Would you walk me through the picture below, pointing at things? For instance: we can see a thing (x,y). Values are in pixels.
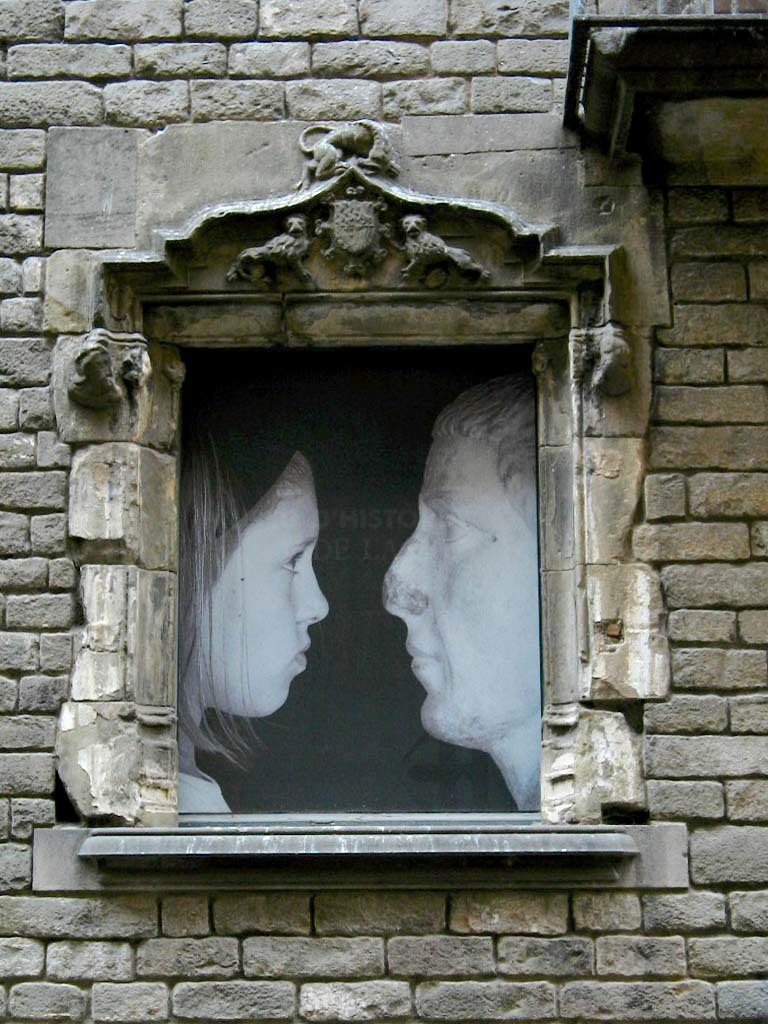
This picture is a colour image. In this image we can see the photo (501,732) attached to a big wall (211,55), some sculptures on the wall (553,18), one object (647,44) on the top right side of the image (645,55), some text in the middle of the photo (499,723), one statue (510,760) and girl picture (215,565) in the photo (207,583).
